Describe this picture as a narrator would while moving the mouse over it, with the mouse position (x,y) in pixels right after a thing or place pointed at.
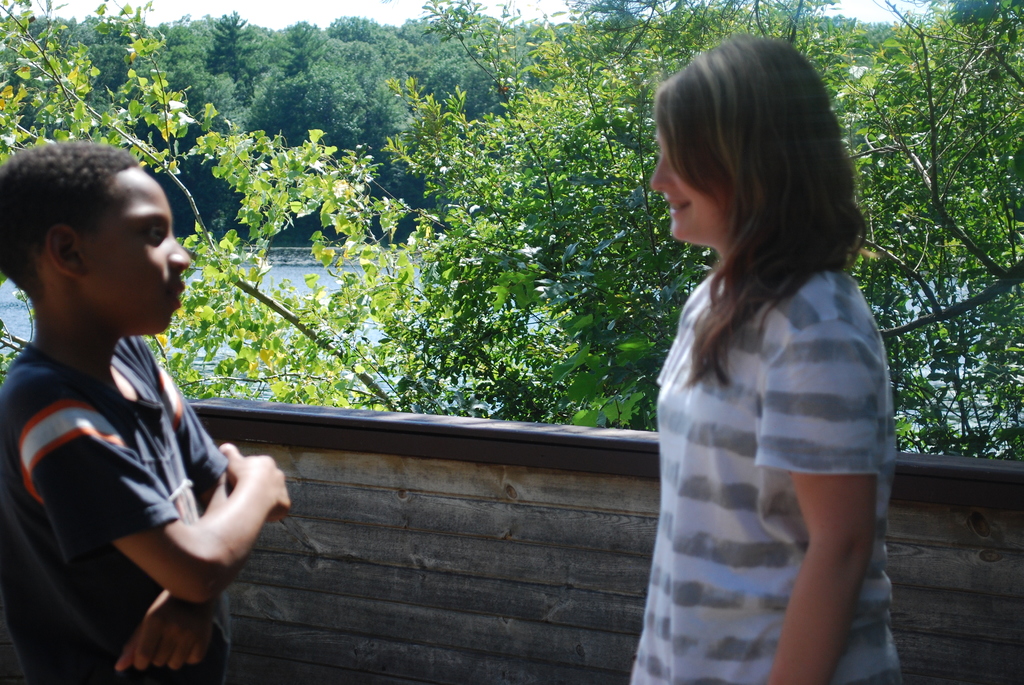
In this image I can see two people (122,231) standing and facing towards each other. I can see a wooden wall (435,464). I can see trees (461,238) and a lake (313,268) in the center of the image (395,230). At the top of the image (196,5) I can see the sky (245,3).
